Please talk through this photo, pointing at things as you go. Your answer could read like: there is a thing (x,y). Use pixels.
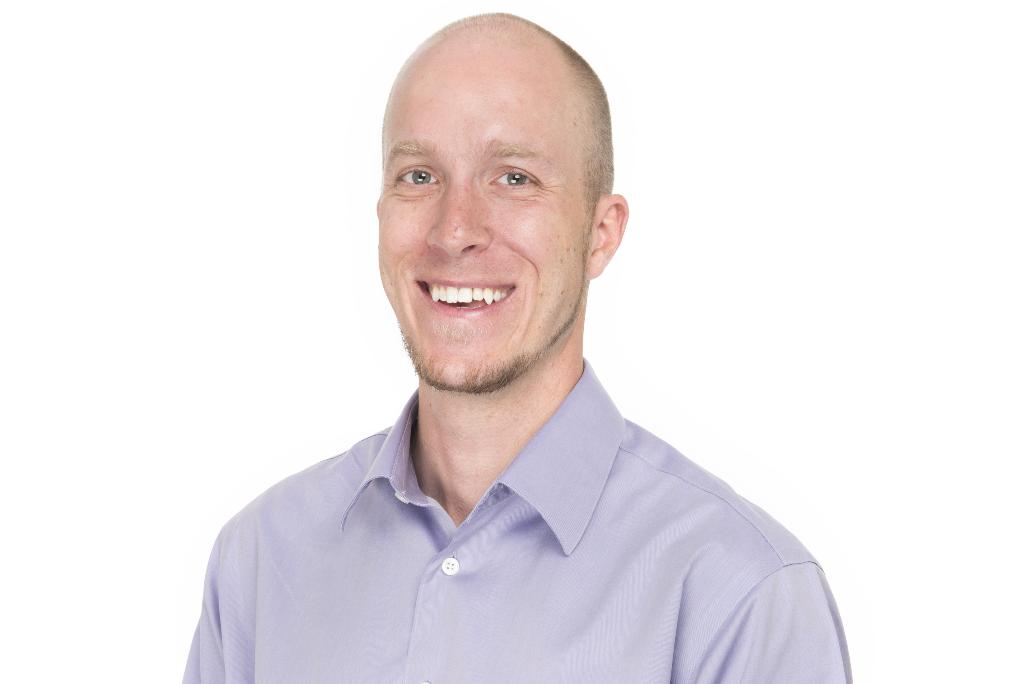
There is a man (458,547) smiling and wore shirt (425,555). In the background (451,5) it is white.
